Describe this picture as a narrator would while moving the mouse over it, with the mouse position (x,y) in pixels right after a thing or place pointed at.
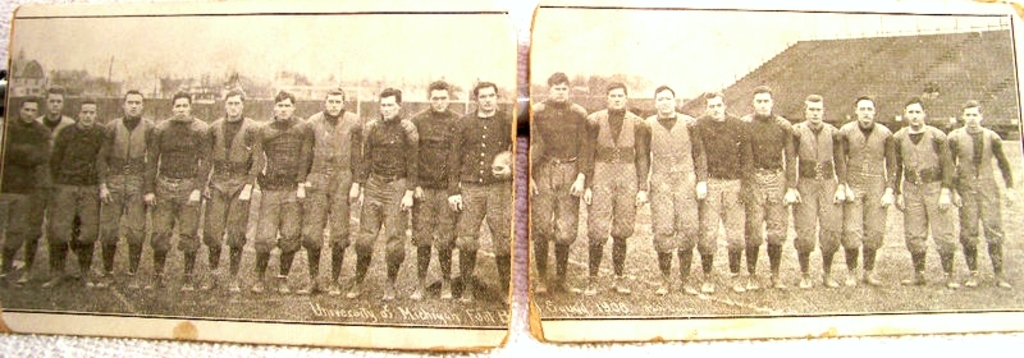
In the image I can see two pictures group of men (476,163) are standing on the ground (633,260). In the background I can see a house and some other objects (372,91). This pictures black and white in color.
